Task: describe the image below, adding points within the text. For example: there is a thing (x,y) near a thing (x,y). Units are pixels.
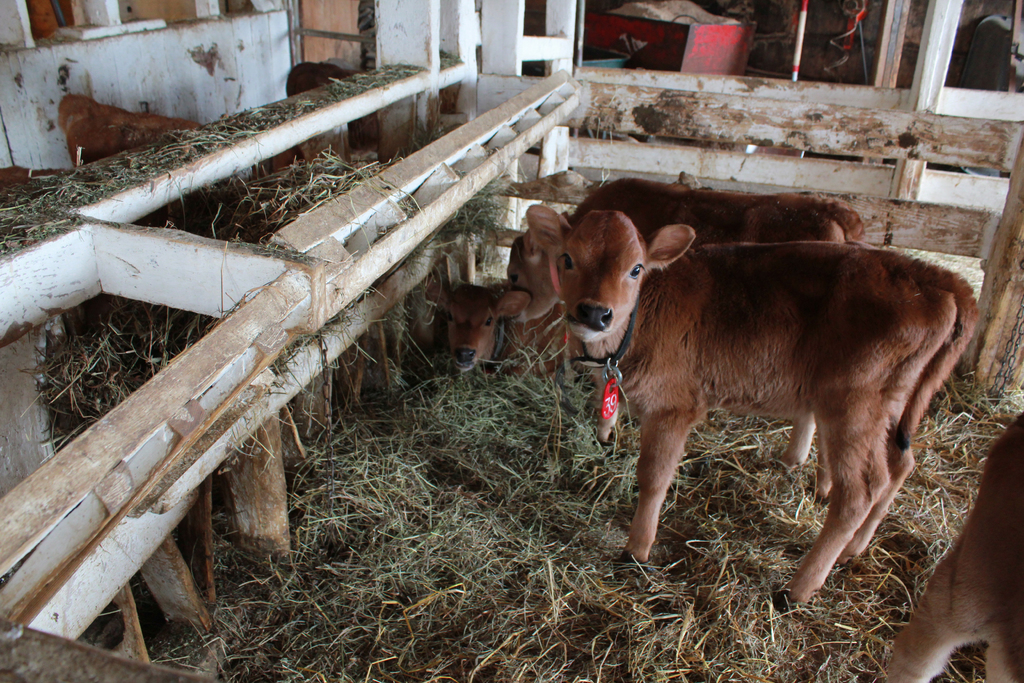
In this picture we can see few animals (626,384) and grass (388,389).
